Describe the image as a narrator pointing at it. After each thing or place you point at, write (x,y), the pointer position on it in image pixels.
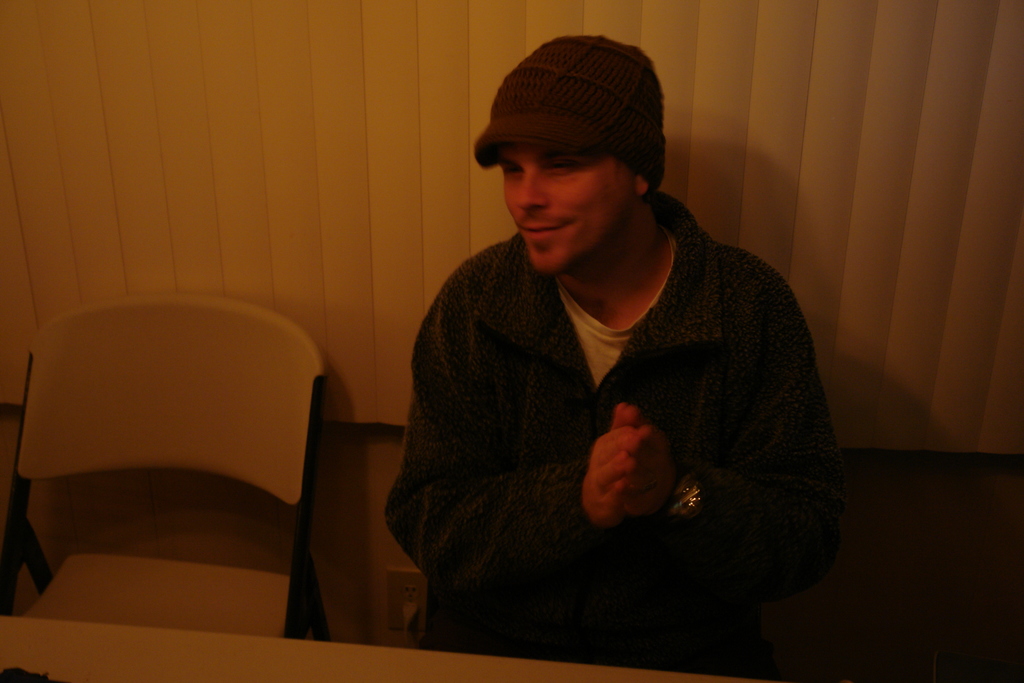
In this image we can see a man (584,630) is sitting. He is wearing a T-shirt (599,338), jacket (738,448) and cap (561,102). Beside the man (534,563), we can see a chair (98,449). In the background (322,252), we can see a white color curtain like object (689,78). It seems like a table (266,671) at the bottom of the image (39,669).
